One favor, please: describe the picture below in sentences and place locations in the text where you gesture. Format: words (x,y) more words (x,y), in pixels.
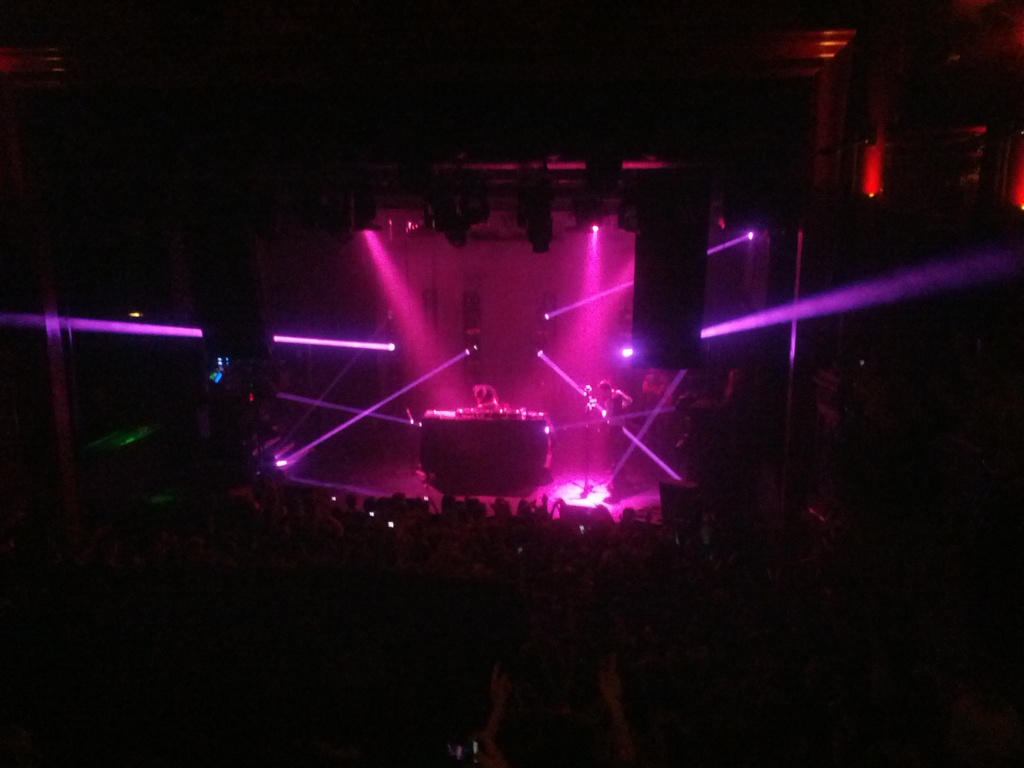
This picture seems to be clicked inside the hall (131,510) and in the foreground (90,544) we can see the group of people (516,518). In the background (405,389) we can see the focusing lights (445,365), group of people (606,404) and some other items (428,423).
